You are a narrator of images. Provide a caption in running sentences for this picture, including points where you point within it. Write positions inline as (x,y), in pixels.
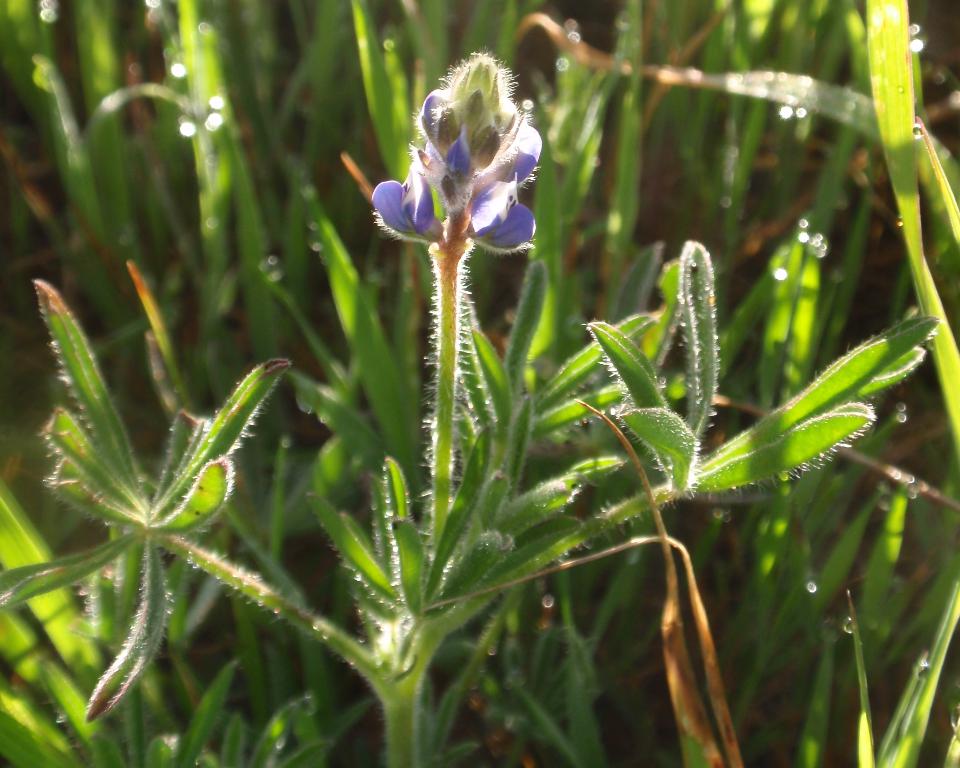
This image consists of plants (704,484). In the front (457,122), we can see a flower (471,238) in blue color. The leaves (498,495) are in green color.
